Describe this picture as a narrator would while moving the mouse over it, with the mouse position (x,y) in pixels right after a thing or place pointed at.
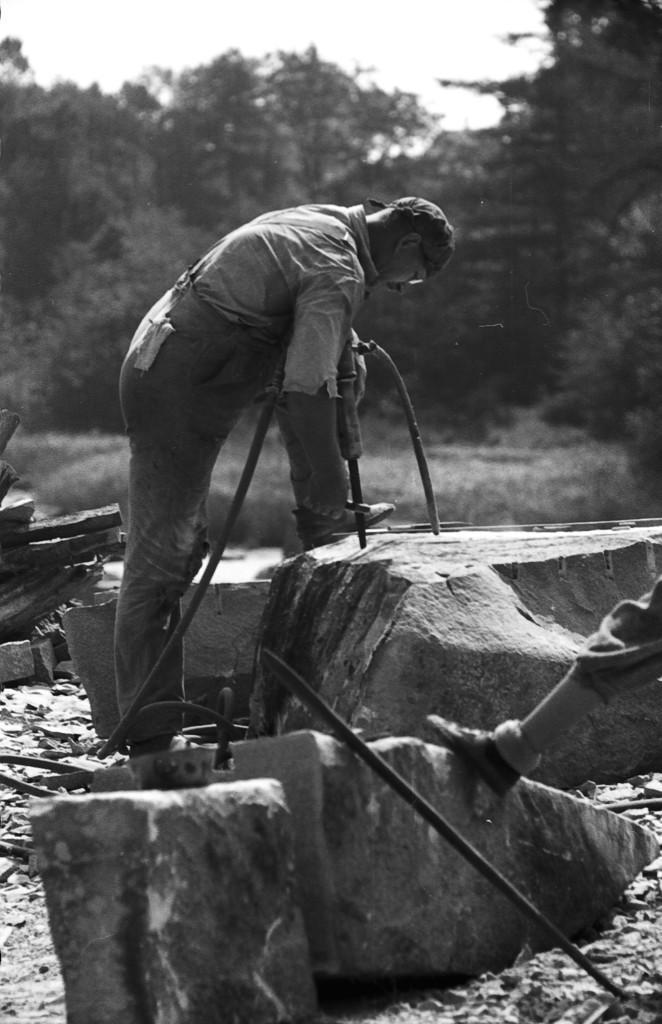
In this picture we can see the leg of a person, stones (494,561) and some objects (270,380). We can see a person (234,356) holding an object (355,356). There are a few plants (49,463) and trees (436,139) are visible in the background (625,123).
